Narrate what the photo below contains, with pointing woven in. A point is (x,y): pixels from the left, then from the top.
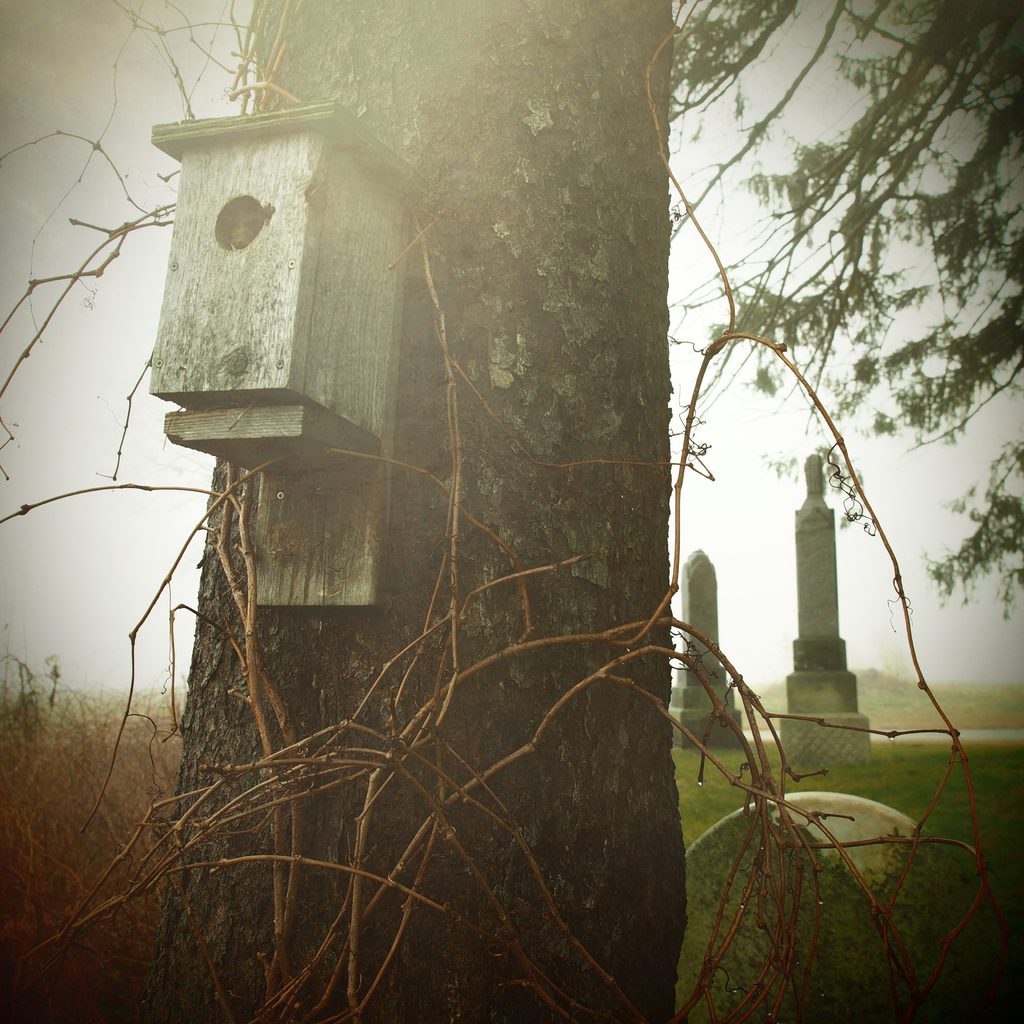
In this image there is a box (356,385) attached to the trunk (508,464) of the tree (473,298), there are a few stone pillars (832,739) and few plants (821,174).
